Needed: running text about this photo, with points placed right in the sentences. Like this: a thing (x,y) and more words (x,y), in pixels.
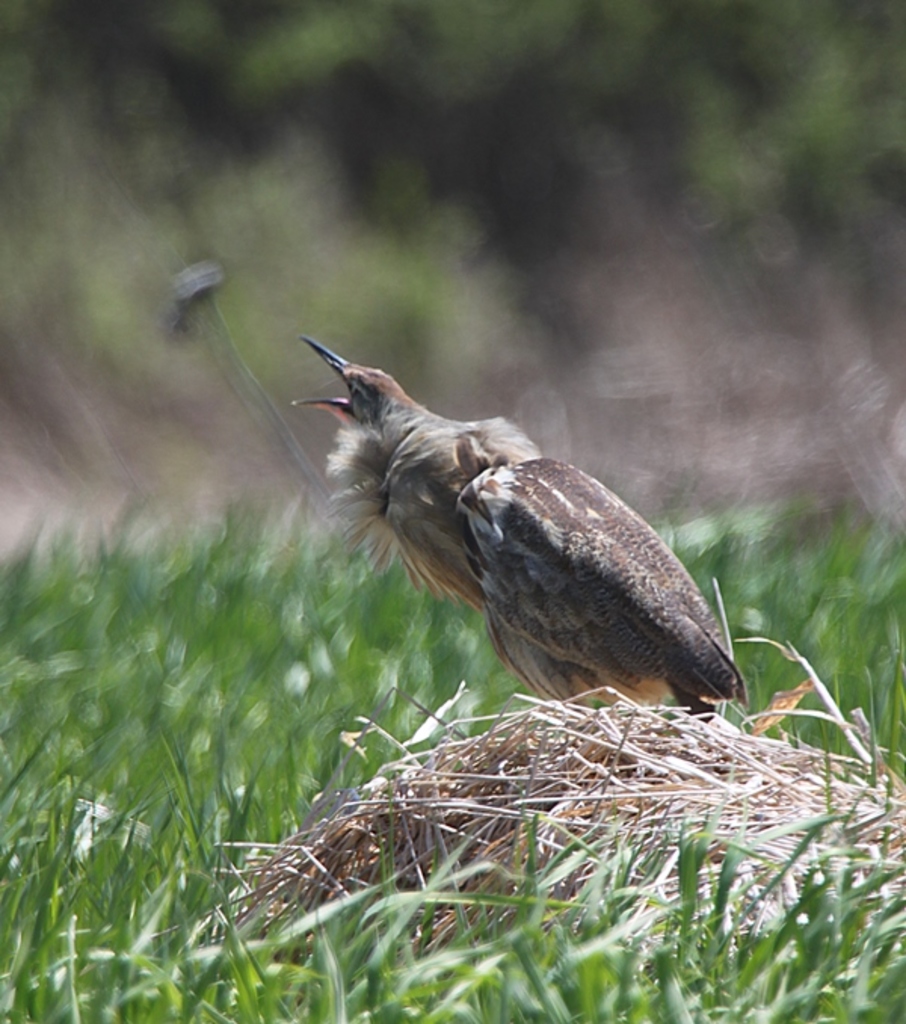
In the image there is a bird (428,493) standing on a dry grass (621,741) and around the dry grass (563,760) there is green grass (385,670), the background of the bird (461,499) is green and brown.
